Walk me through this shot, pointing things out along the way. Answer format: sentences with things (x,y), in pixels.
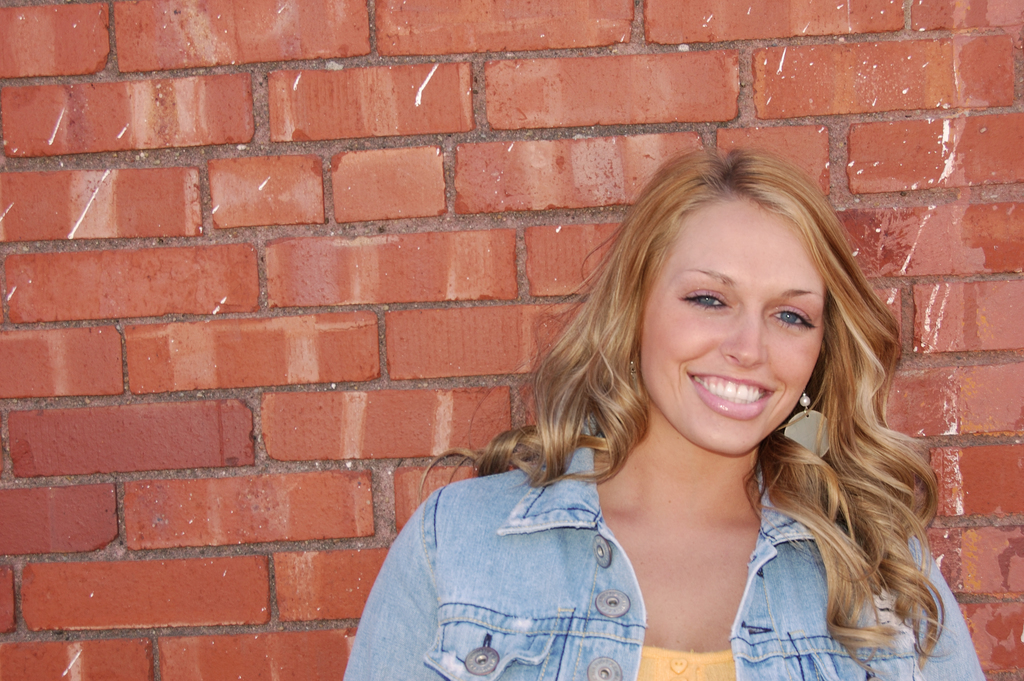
In this picture I can see a woman (501,569) with a smile (733,392) on her face (729,380) and I can see a brick wall (440,158) in the background (625,185).
